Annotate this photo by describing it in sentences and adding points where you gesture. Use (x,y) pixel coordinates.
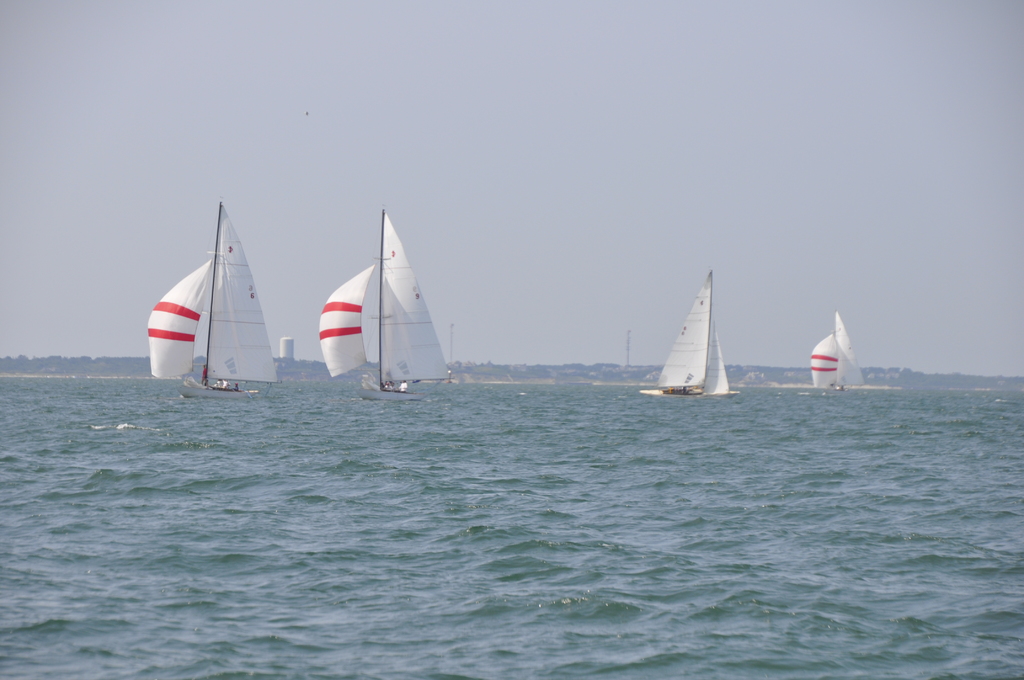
In this image I can see a group of people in the boats (343,350) and water (562,525). In the background (879,380) I can see trees (578,376), towers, buildings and the sky (599,304). This image is taken may be in the ocean (536,585).
